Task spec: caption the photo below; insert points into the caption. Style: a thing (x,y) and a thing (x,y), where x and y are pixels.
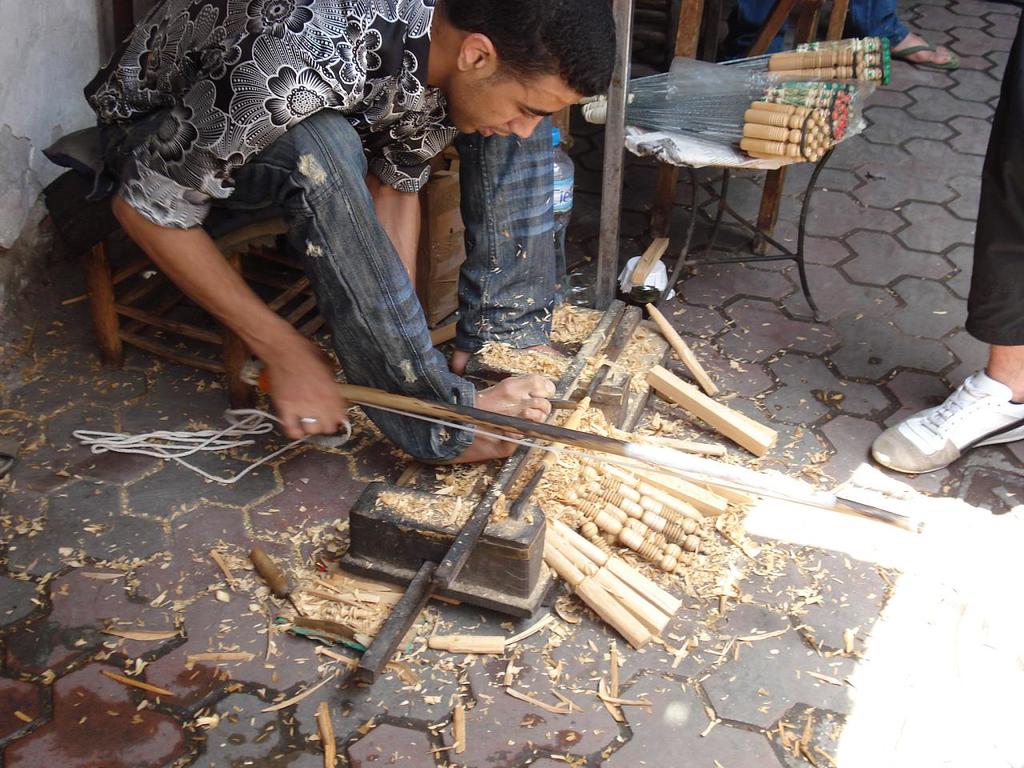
In this picture we can see three people (1021,124) and a man (538,10) sitting on a stool (269,301) and in front of him we can see wooden objects (597,502) and some objects (270,457) on the ground (709,251) and at the back of him we can see the wall (63,96).
